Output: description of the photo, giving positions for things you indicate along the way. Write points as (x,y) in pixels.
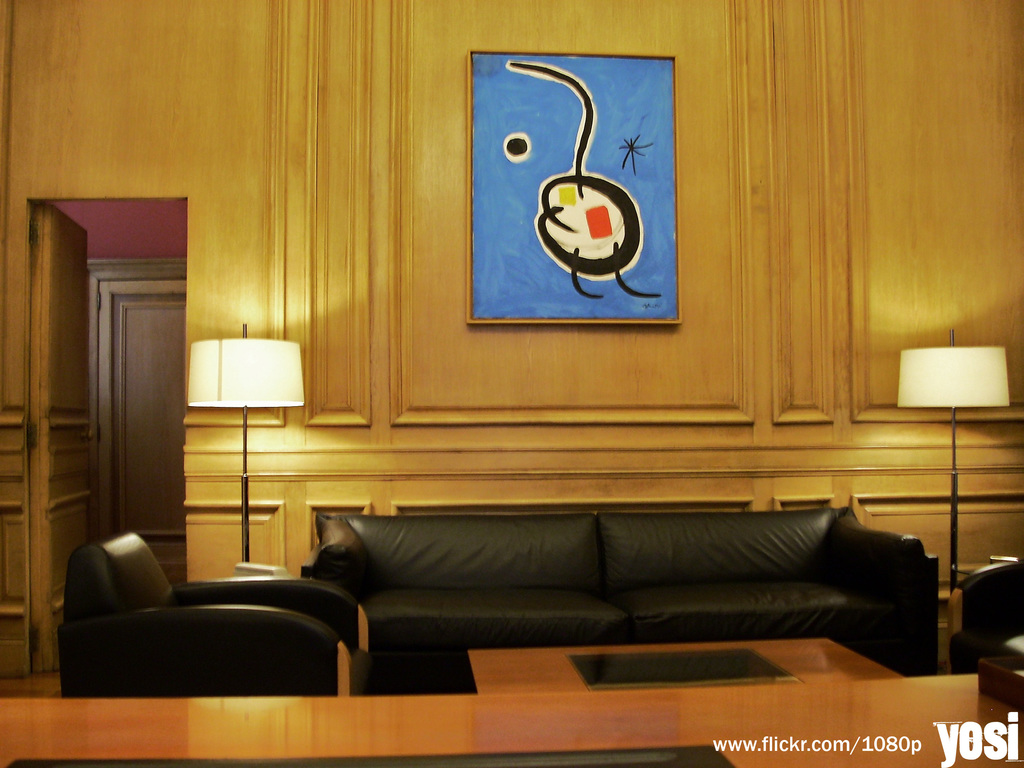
In this picture we can see a room (391,296) with sofa (535,573), table (717,659), lights (931,400), door (99,364), wall (540,378) with frames (528,260).
